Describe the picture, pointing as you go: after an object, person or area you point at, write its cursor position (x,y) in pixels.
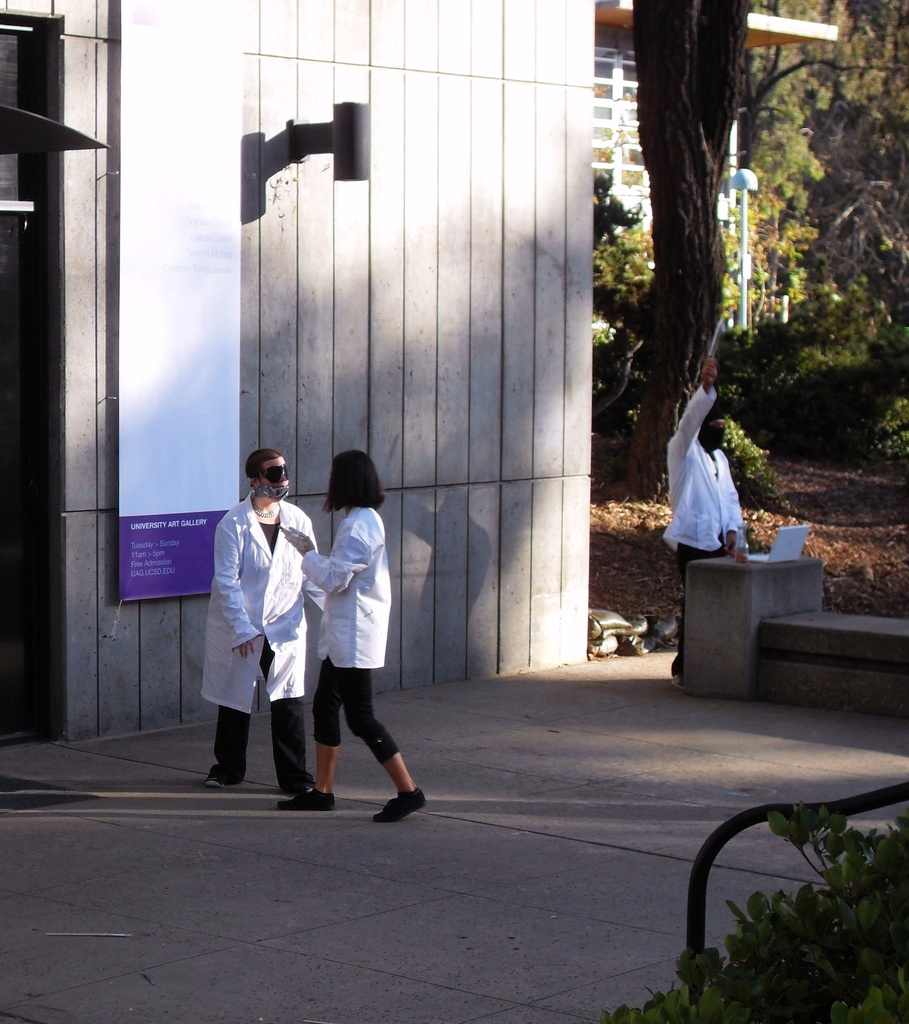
It is an organisation and there is a concrete wall (417,642), in front of that wall (443,600) there are three people (302,664) a woman (332,672) and two men (278,656), the woman (352,624) is speaking to a man (262,519) standing in front of her and three of them are wearing white coats (284,513) and both the men (254,557) are covering their face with the mask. Behind the second man (694,521) there are few trees (779,214).
